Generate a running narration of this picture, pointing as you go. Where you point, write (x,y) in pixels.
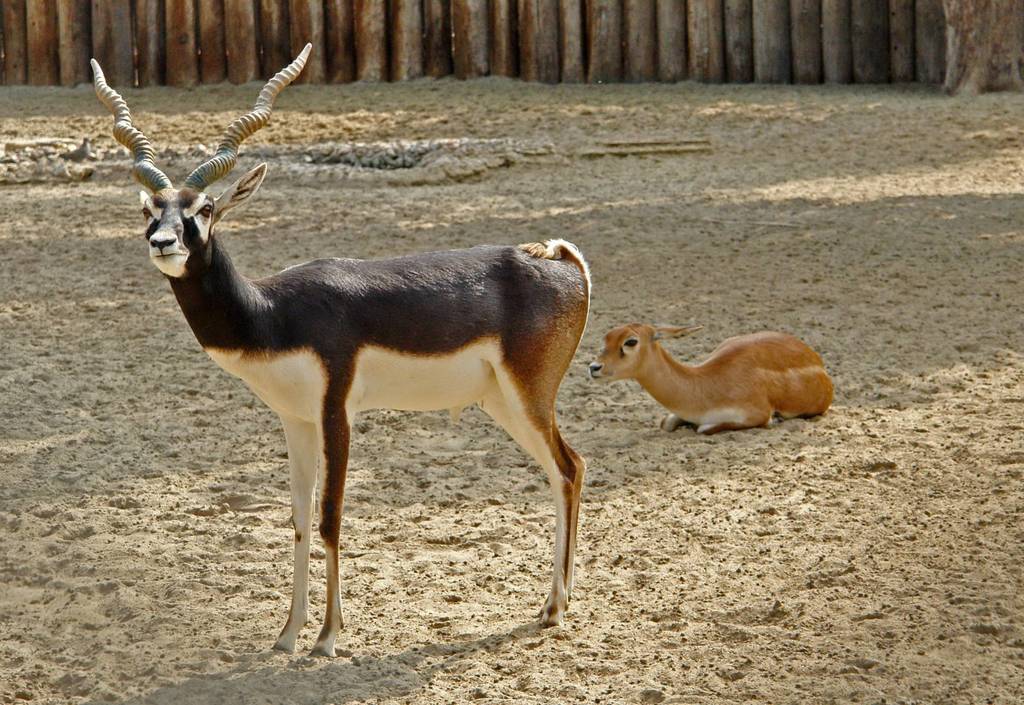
In this image there are animals (629,342) and wooden objects (718,48).
